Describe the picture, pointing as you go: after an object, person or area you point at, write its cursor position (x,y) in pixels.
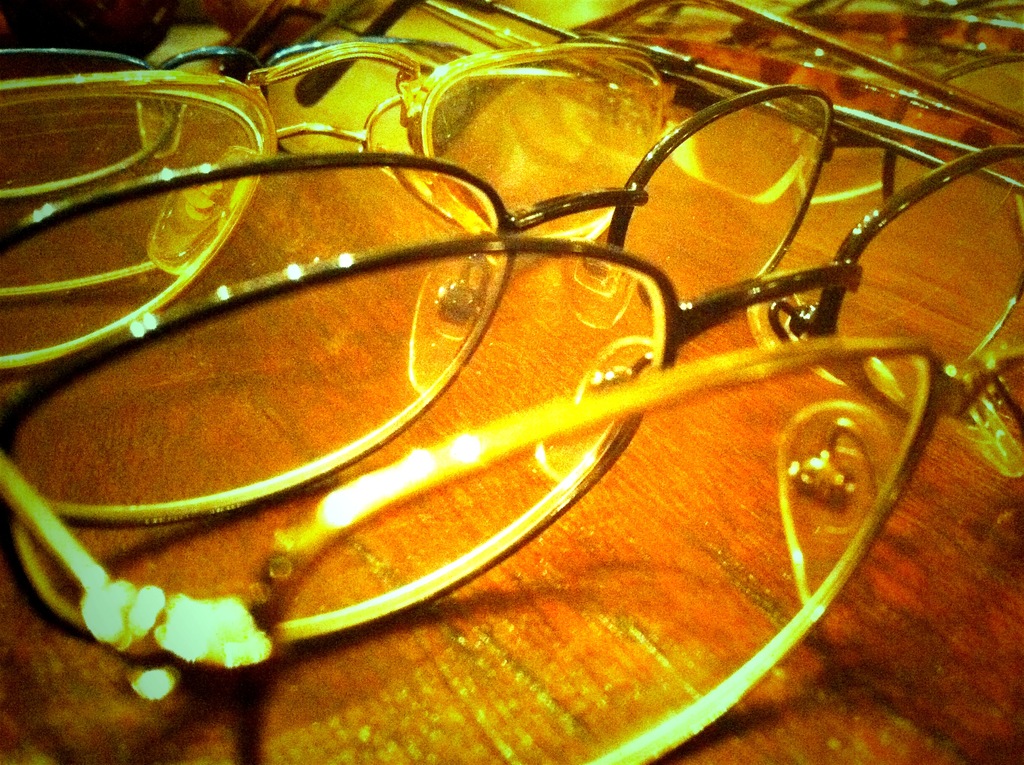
In this picture there are spectacles (203,253).
